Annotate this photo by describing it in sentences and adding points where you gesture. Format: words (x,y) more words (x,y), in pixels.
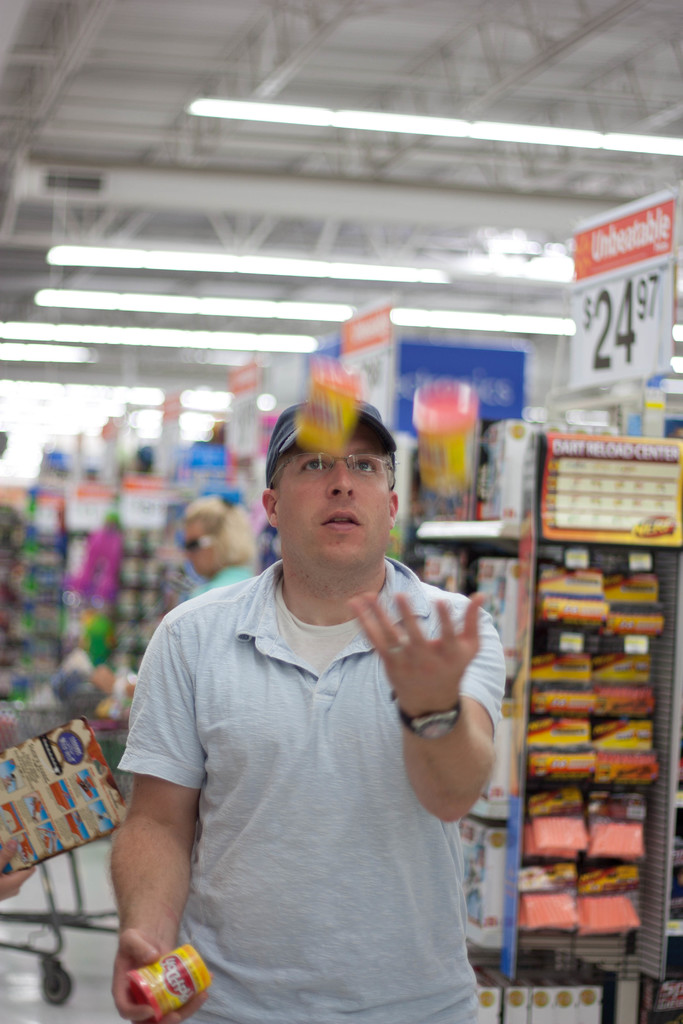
In this picture we can see a man (356,742) wearing white t-shirt (342,765) standing in the supermarket (103,1020) and doing juggling with yellow bottle (166,992). Behind we can see some products (602,912) in the racks (589,857). On the top (193,234) we can see white iron frame (237,230) and some lights (134,253).
